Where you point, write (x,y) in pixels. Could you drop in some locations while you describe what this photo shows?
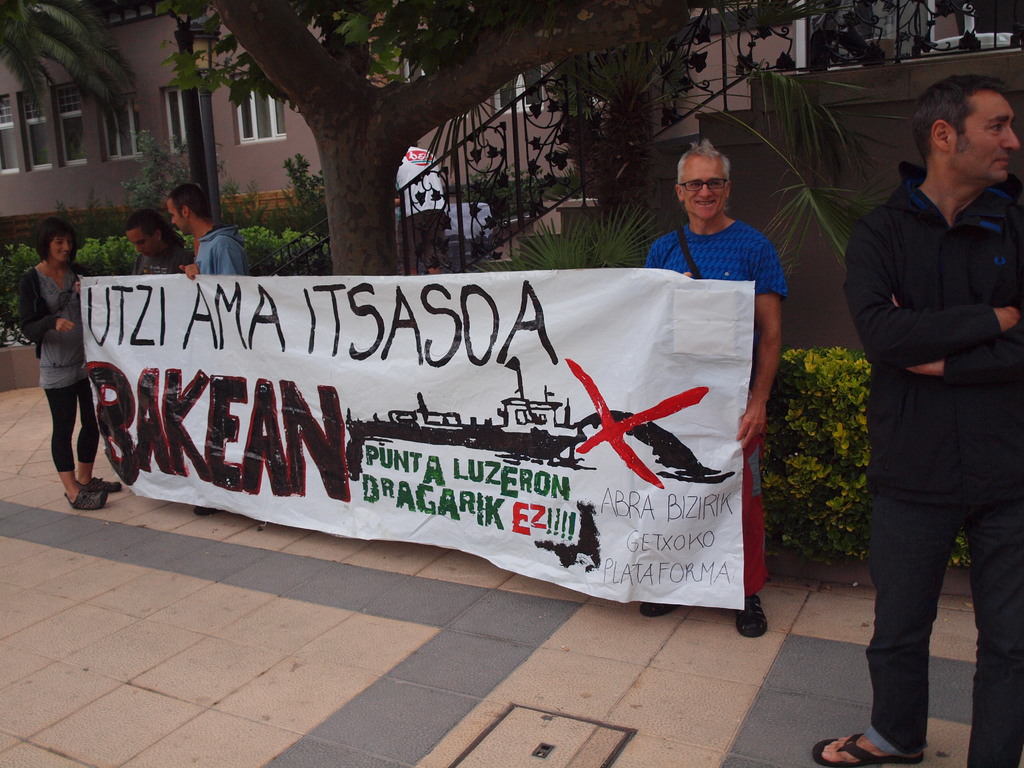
In this image we can see three persons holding a poster (314,346) with some text (361,346) and image (403,420), also we can see a two persons (904,324) standing on the ground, there are some plants (611,69), grille (413,184), windows (40,130), trees (616,87), light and a pole (198,129), in the background (172,120) we can see a building (167,113).
